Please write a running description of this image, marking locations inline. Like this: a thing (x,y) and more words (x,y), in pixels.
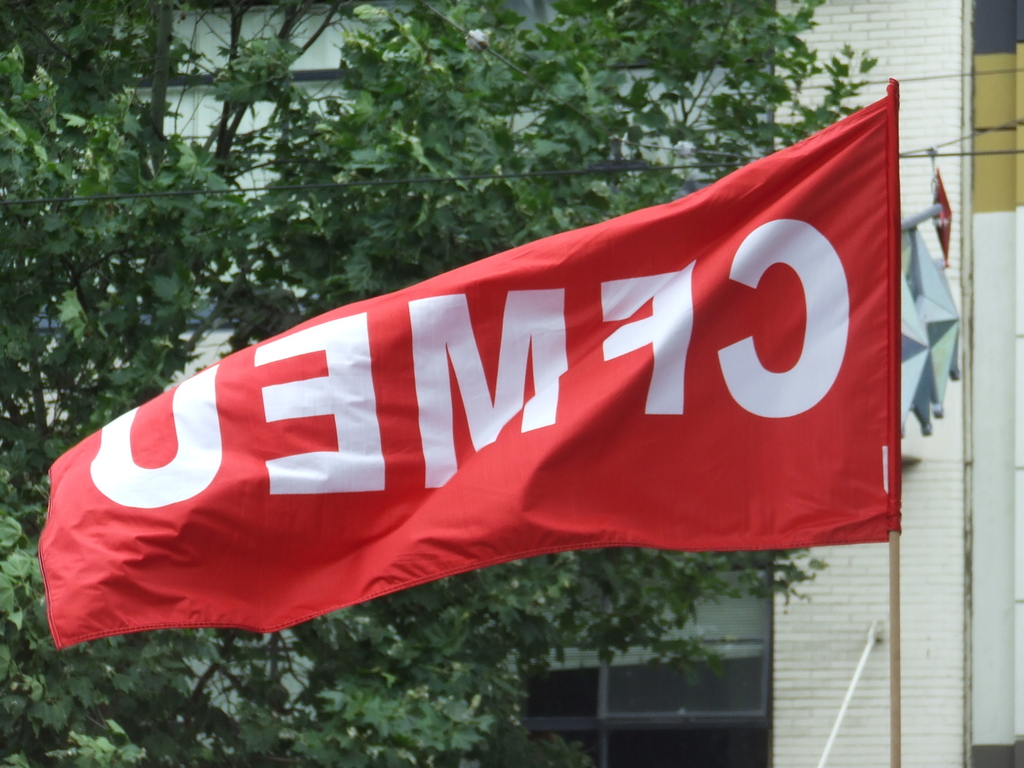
In this image we can see flags (862,279) and trees (455,221) at front (344,664). At the background (819,692) there is a building (906,43).
